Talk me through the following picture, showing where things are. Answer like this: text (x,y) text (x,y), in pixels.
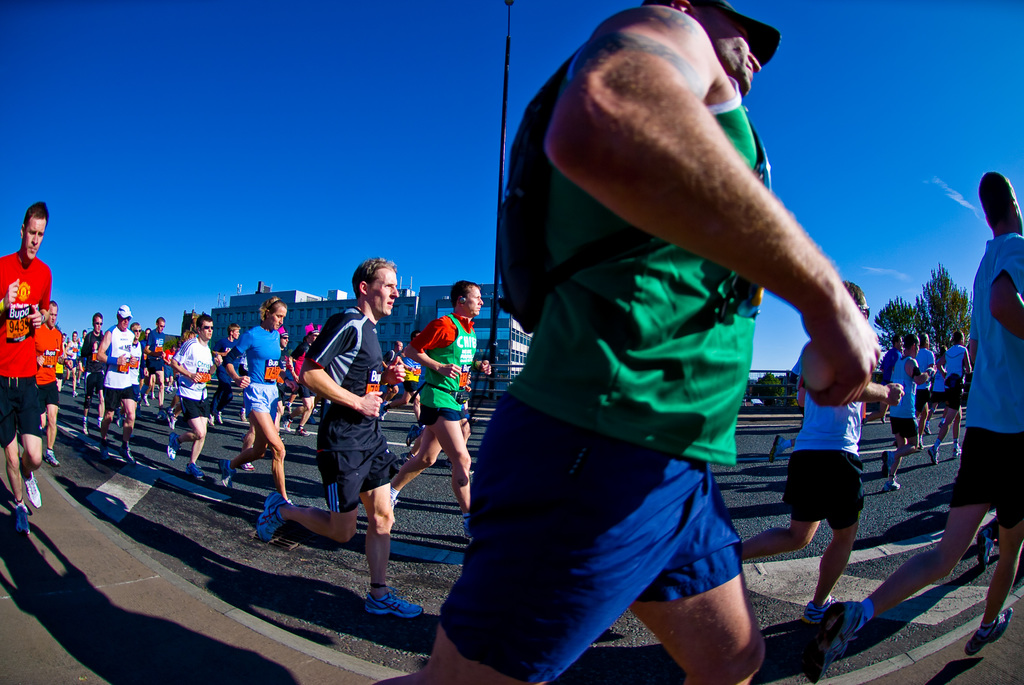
In this picture we can see a group of people (492,524) running on the ground (417,510) and in the background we can see buildings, trees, sky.
